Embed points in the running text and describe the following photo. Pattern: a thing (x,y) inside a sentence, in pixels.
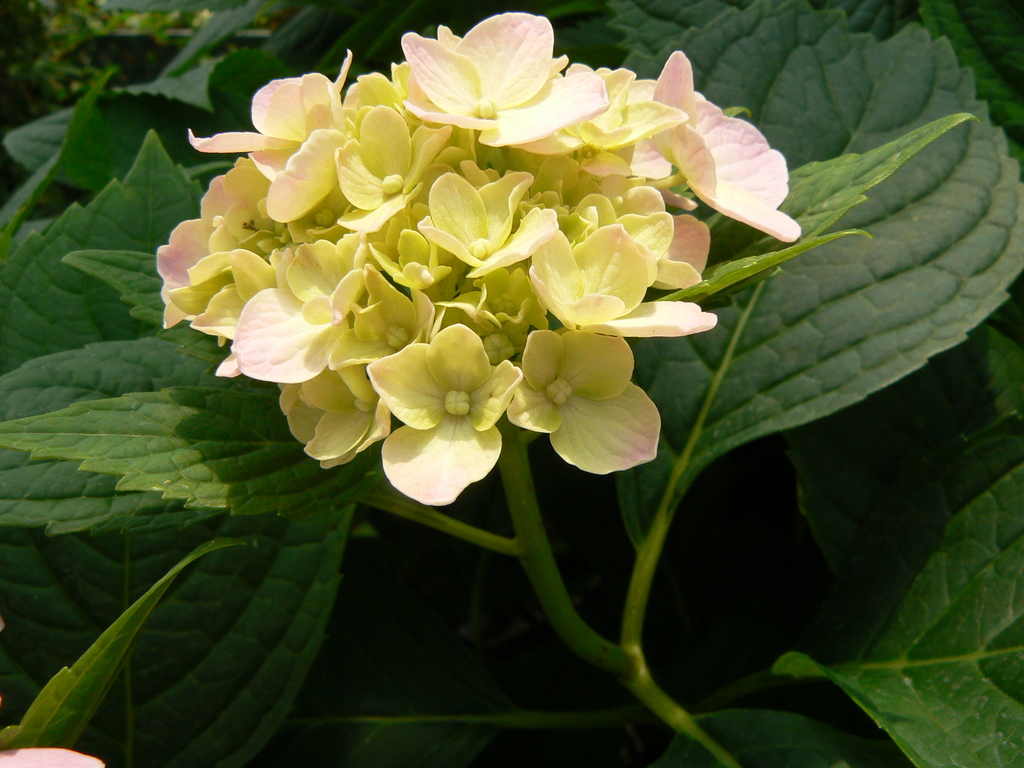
In this image there are bunch of small flowers (496,244) in the middle (494,319). There are green leaves (907,165) around it.
